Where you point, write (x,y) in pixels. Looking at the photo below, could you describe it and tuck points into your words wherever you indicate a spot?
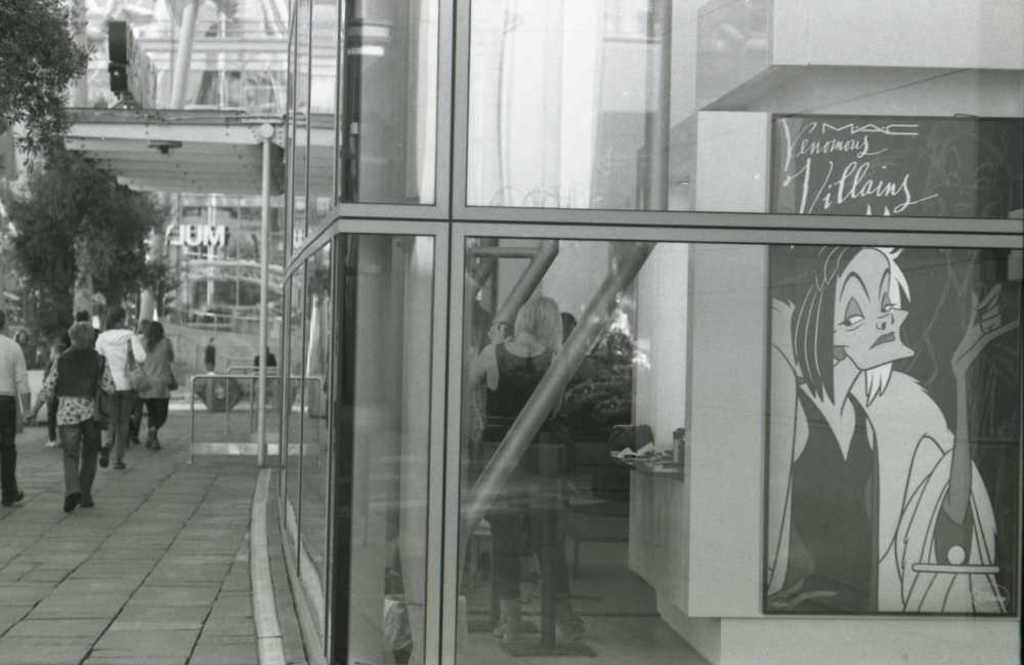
This is a black and white image. In this image we can see people (112,413) standing on the floor (174,412), building (573,164) and a wall hanging (799,453).
